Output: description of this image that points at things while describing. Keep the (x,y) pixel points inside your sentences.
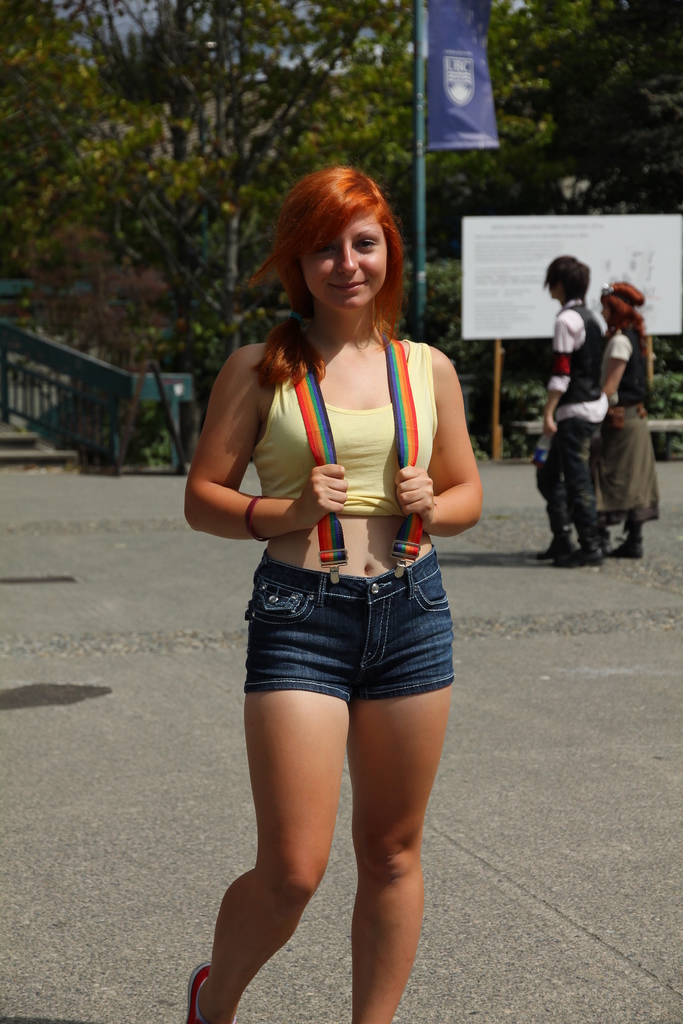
In this image there is a person (290,201) standing and smiling, and in the background (641,466) there are two persons (583,471) walking, boards (493,267) with the poles (419,70), trees (509,194).
